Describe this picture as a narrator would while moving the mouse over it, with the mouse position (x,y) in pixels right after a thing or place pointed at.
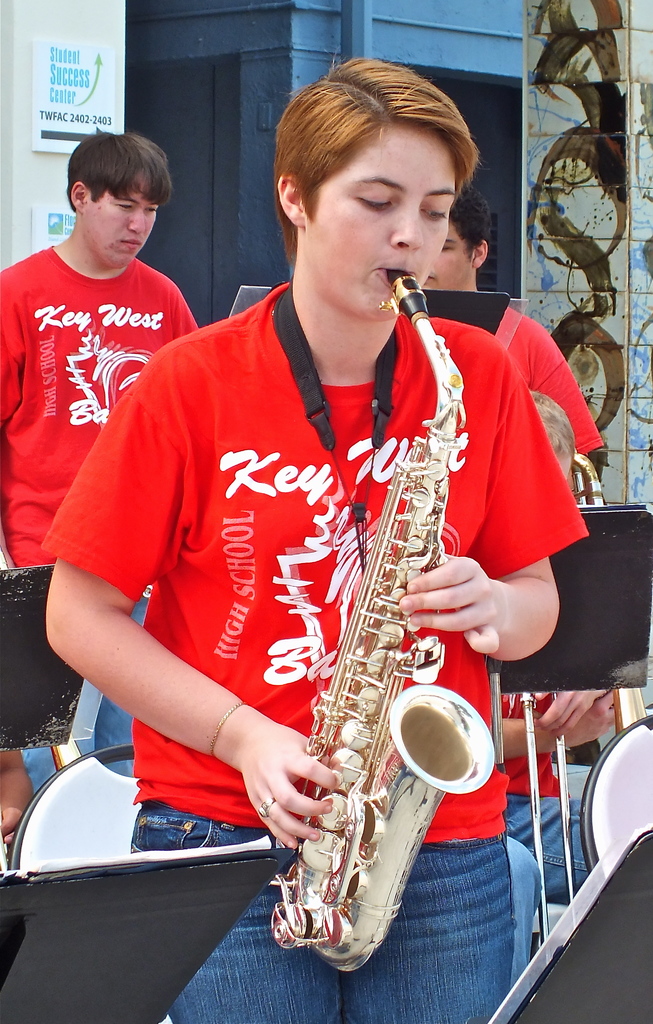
In this picture there is a person (432,193) standing and playing musical instrument (396,712). At the back (109,279) there are two persons (114,287) standing and there is a person (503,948) sitting and there are chairs (42,846) and stands (159,1000). At the back (64,116) there is a building (241,79) and there are boards (62,144) and there is a pipe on the wall (233,24) and there is text (75,75) on the boards (75,75).
